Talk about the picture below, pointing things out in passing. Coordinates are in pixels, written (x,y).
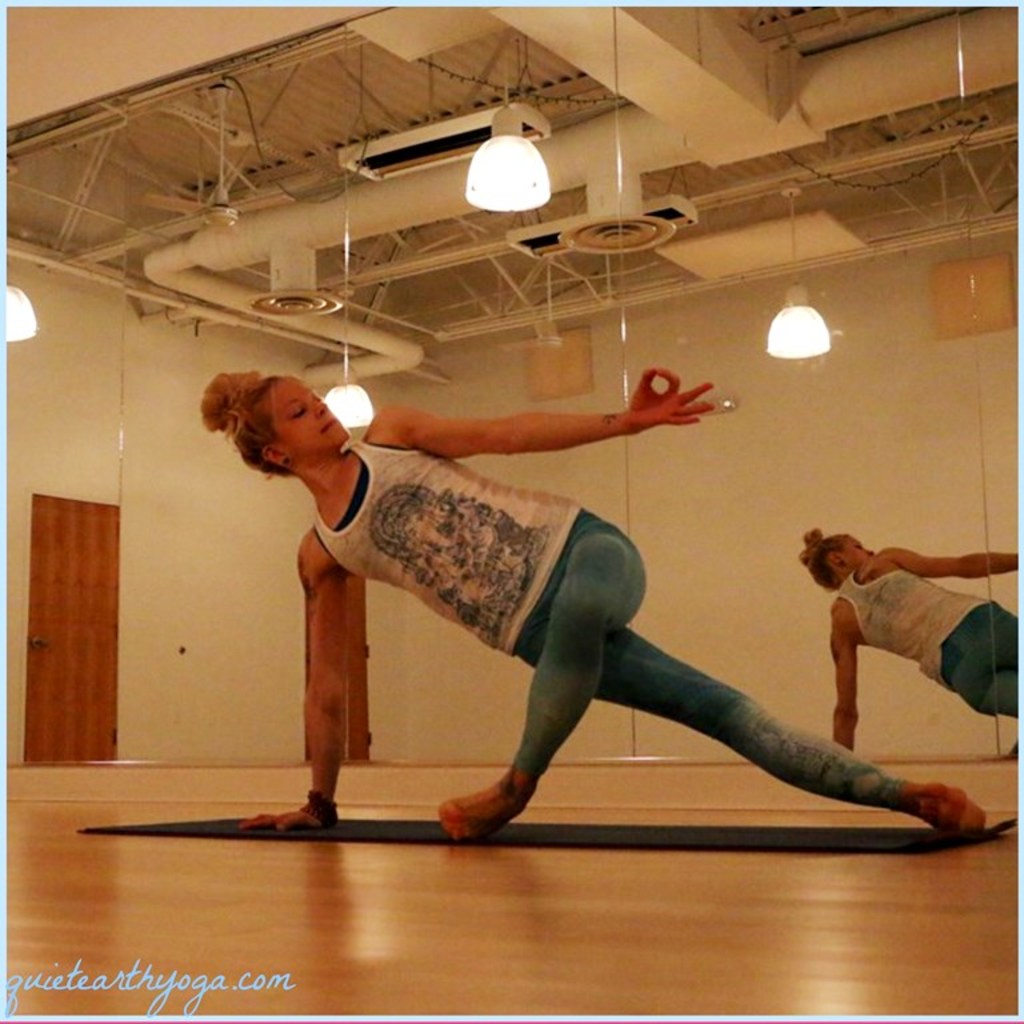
In this image, I can see the woman (623,541) doing yoga. This is the mat (158,833) on the floor (584,879). This is the mirror (821,344). Here is the door (74,648). I can see the reflection (372,202) of the woman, lamps (478,166), fan (231,225) and pipes (609,169). This is the watermark (187,985) on the image.
